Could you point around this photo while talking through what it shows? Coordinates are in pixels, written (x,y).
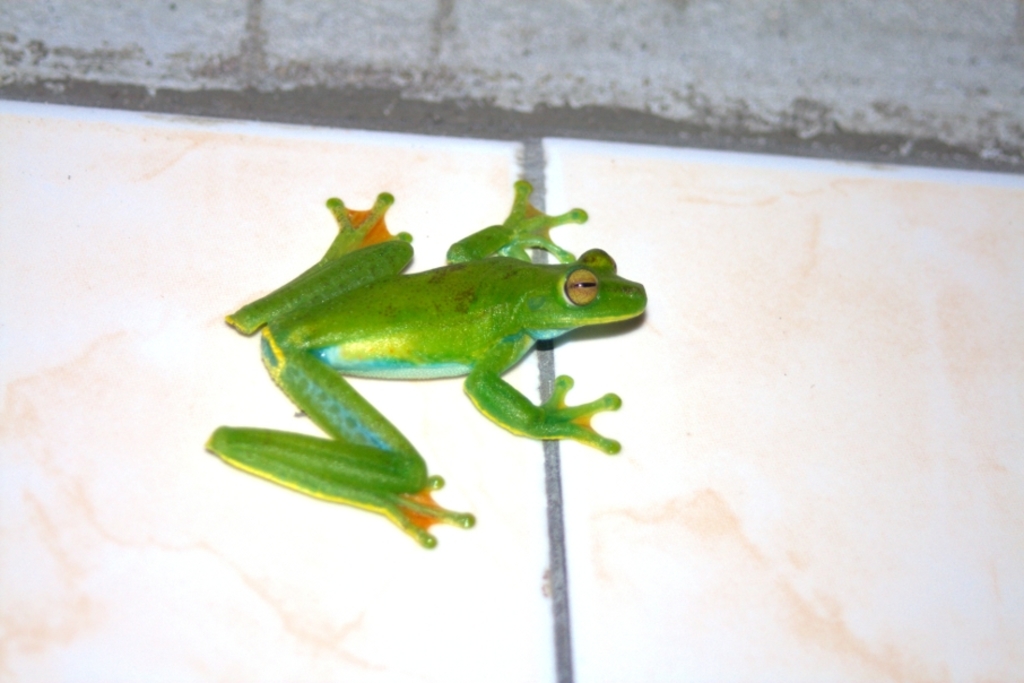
Here we can see green frog (440,292) on surface (149,491).
